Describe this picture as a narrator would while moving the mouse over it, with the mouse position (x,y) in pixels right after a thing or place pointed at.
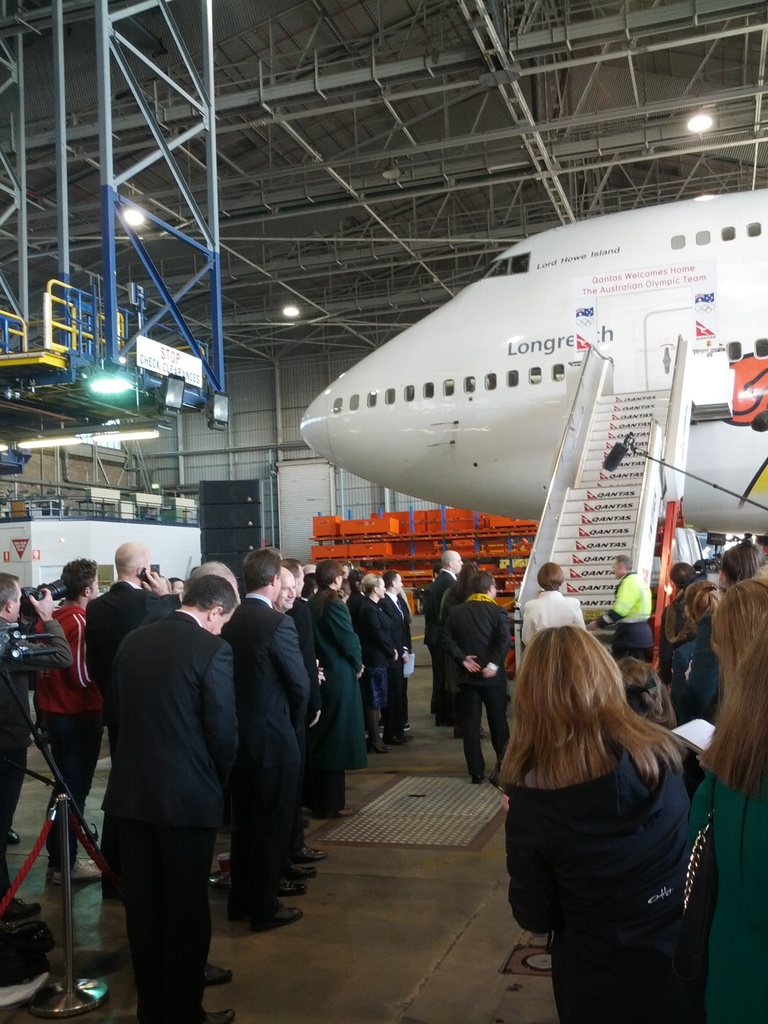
In this image at the bottom (168,685) there are some people (483,618) standing, and in the background (430,410) there is an airplane (444,475) and some poles (109,270), containers (328,531), lights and some other objects (79,519). At the bottom (397,933) there is floor (389,900) and on the left side (65,833) there is a pole (63,819), and at the top (182,201) there is ceiling (328,140) some poles (227,335) and lights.
